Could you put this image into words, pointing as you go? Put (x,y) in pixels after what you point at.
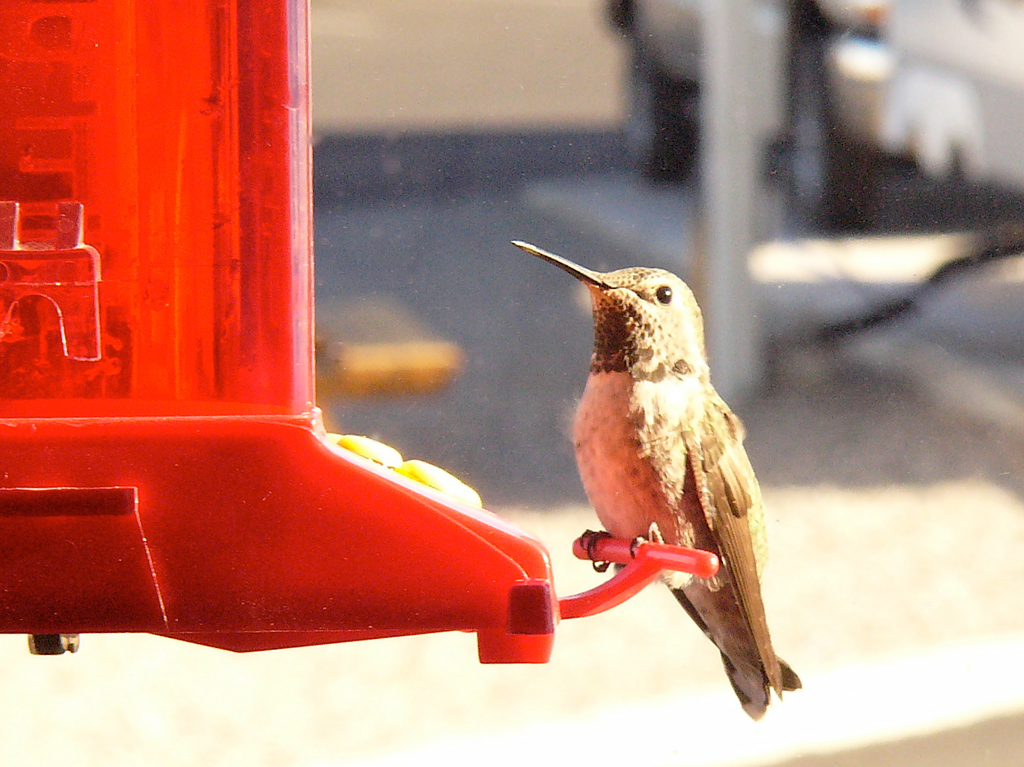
This image consists of a bird (618,322). This is clicked outside. It has feathers (708,485), eyes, beak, legs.
